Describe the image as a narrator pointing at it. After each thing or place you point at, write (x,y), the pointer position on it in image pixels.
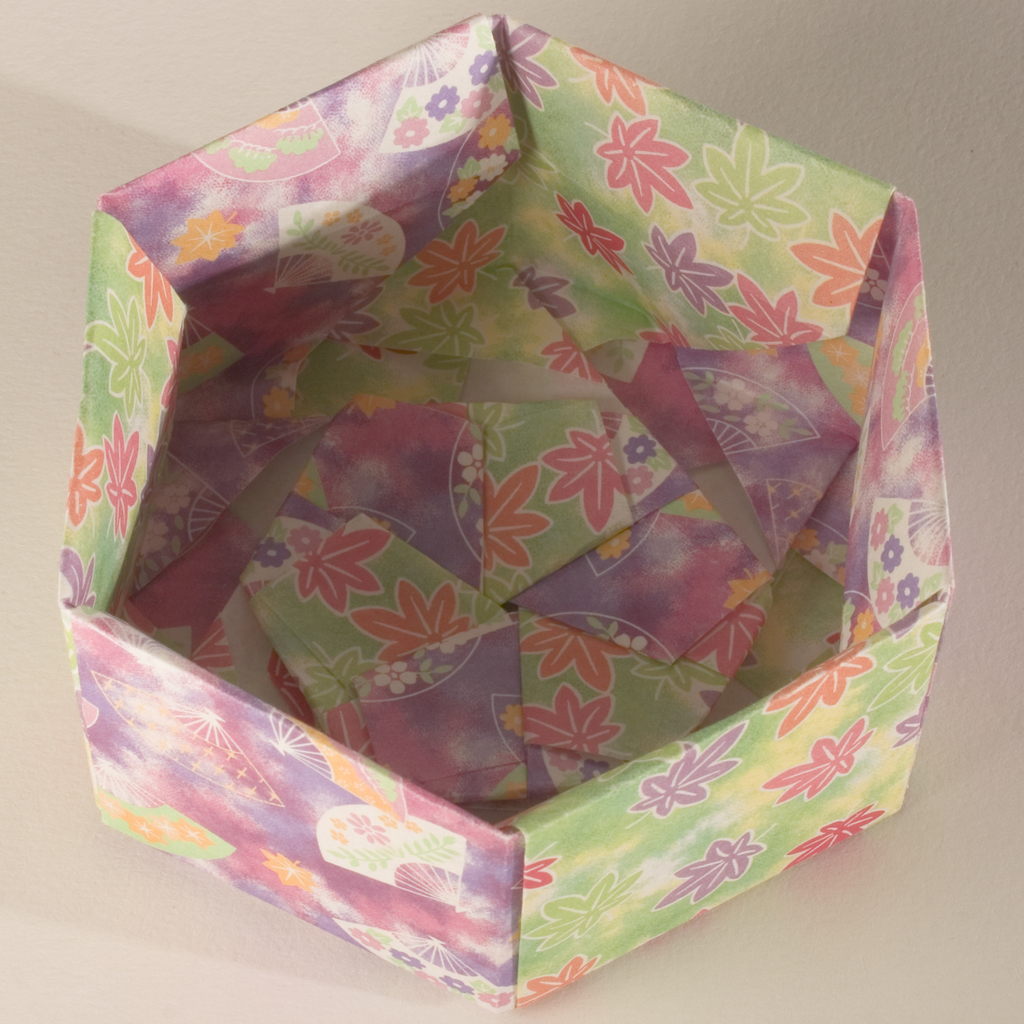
In this image in the middle (466,642) there is a basket decoration (478,685) with papers (676,528). At the bottom (147,937) there is a floor (89,945).
